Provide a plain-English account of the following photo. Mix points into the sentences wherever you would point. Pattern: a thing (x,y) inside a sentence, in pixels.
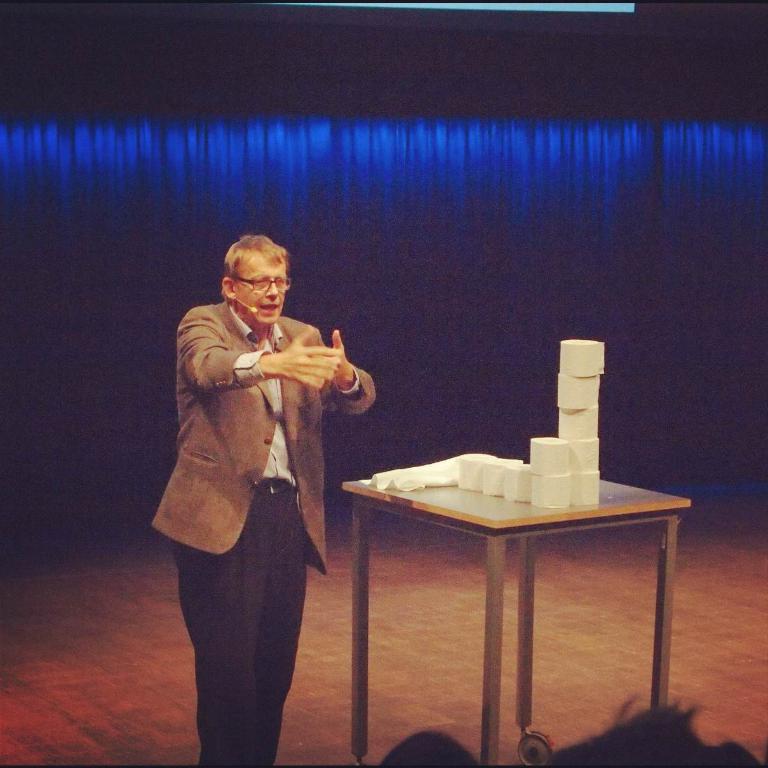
This picture is taken on a stage (303,719). In the center of the picture (272,257) there is a man (239,742) standing and talking, beside him there is a table (511,520) on the table (506,512) there are white rolls (465,469). In the background (520,223) there is a blue colored curtain (443,169).
